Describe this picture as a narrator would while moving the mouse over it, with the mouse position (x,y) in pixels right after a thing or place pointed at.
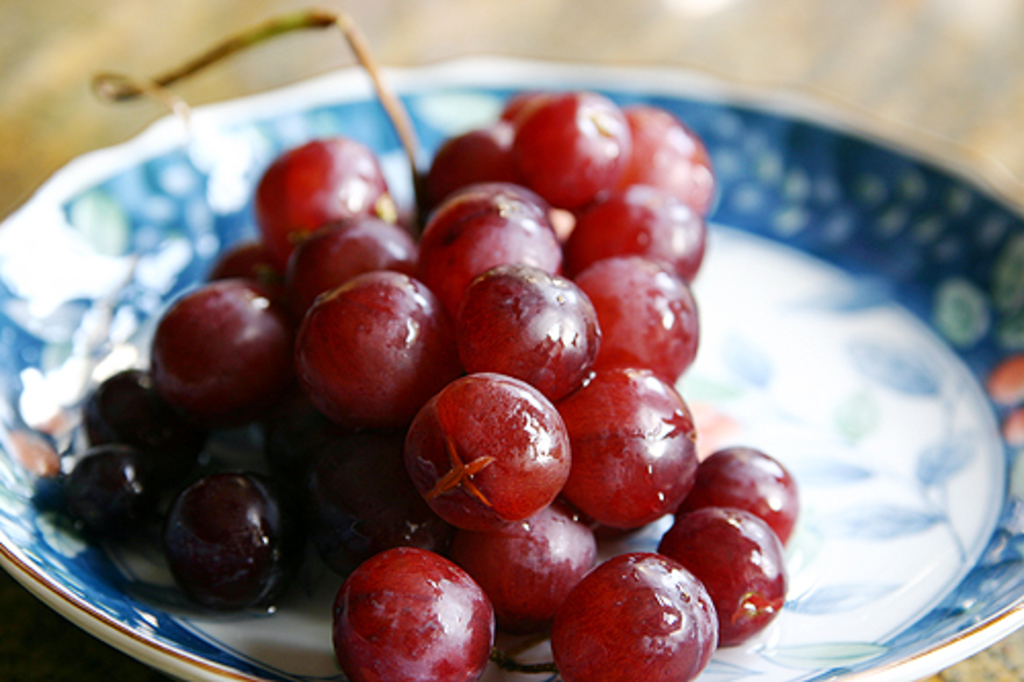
In this image there is a table (473,10) and we can see a plate (844,596) containing grapes (523,423) placed on the table (664,35).
